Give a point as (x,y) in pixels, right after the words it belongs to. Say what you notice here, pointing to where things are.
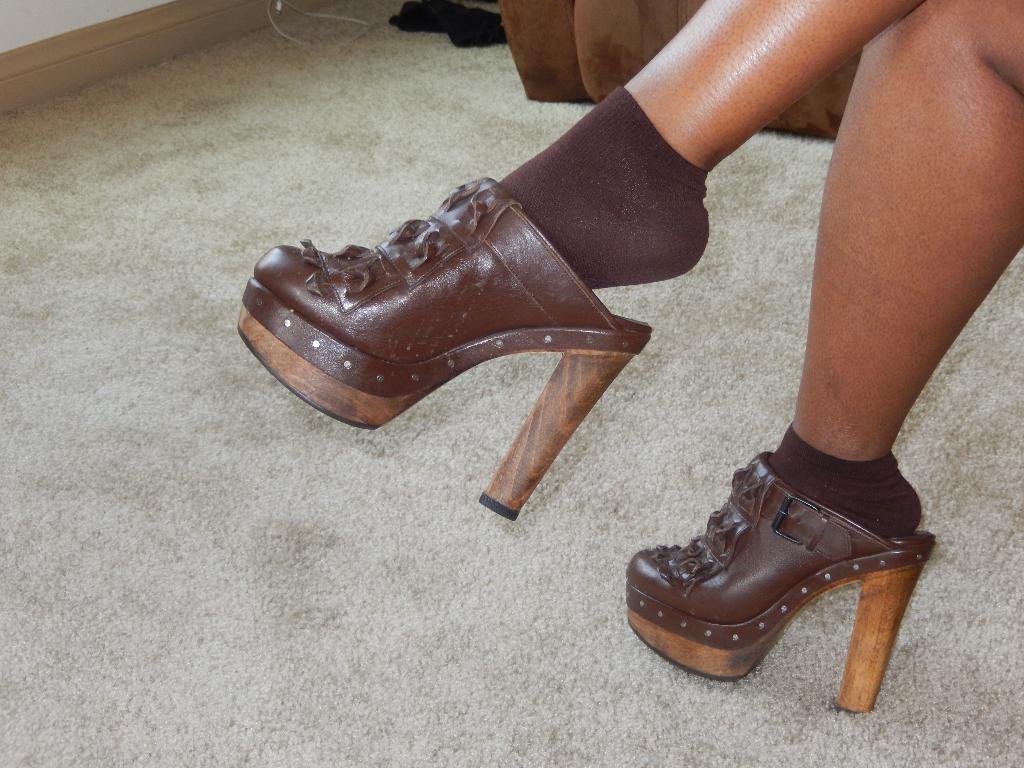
This picture shows soles (761,474) of a woman (856,14) with her legs (721,32) and socks (611,224) and a floor carpet (223,412).
